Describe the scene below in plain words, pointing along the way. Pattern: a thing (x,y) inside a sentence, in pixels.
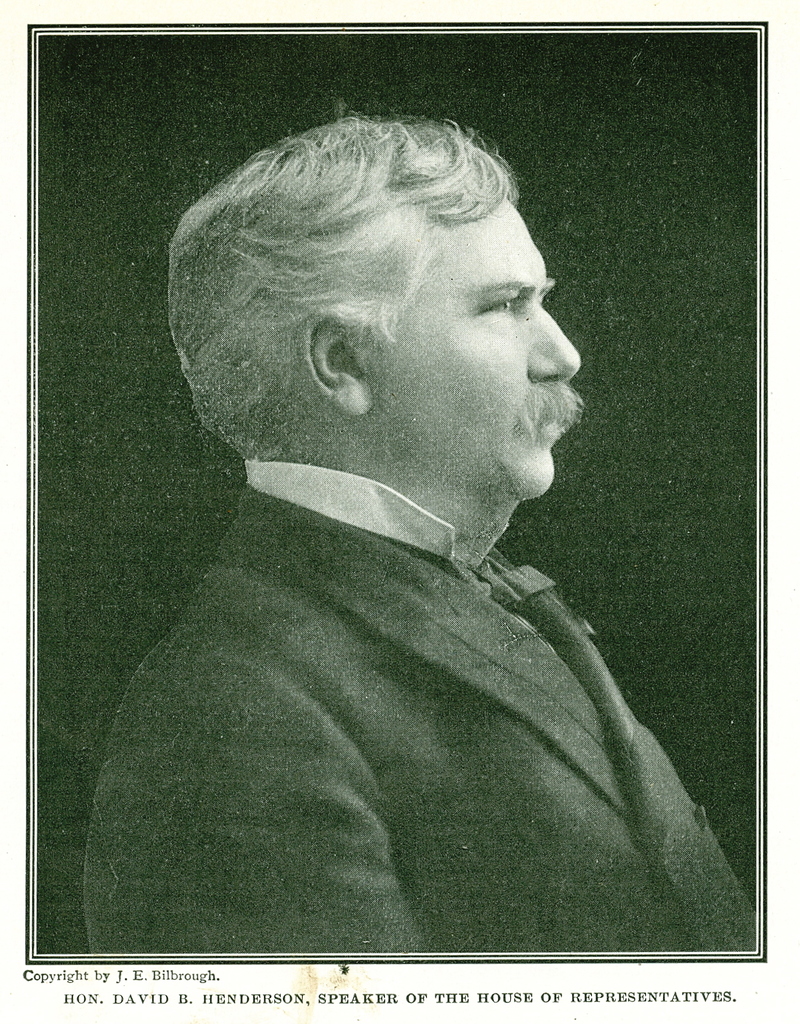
In this image I can see the person (272,544) wearing the blazer (421,626). This is black and white image. I can see something is written in the down.
